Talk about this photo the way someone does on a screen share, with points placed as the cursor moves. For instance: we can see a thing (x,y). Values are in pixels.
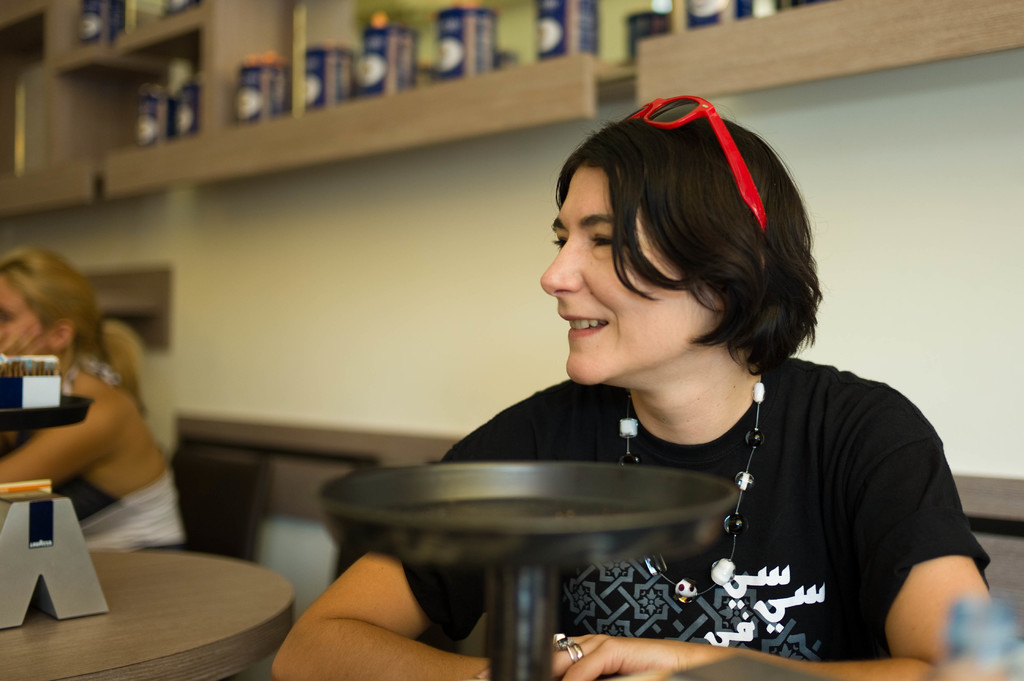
Here we can see a woman (645,233) sitting and smiling, having goggles (648,115) on her head (665,133) and something (707,492) present in front of her
